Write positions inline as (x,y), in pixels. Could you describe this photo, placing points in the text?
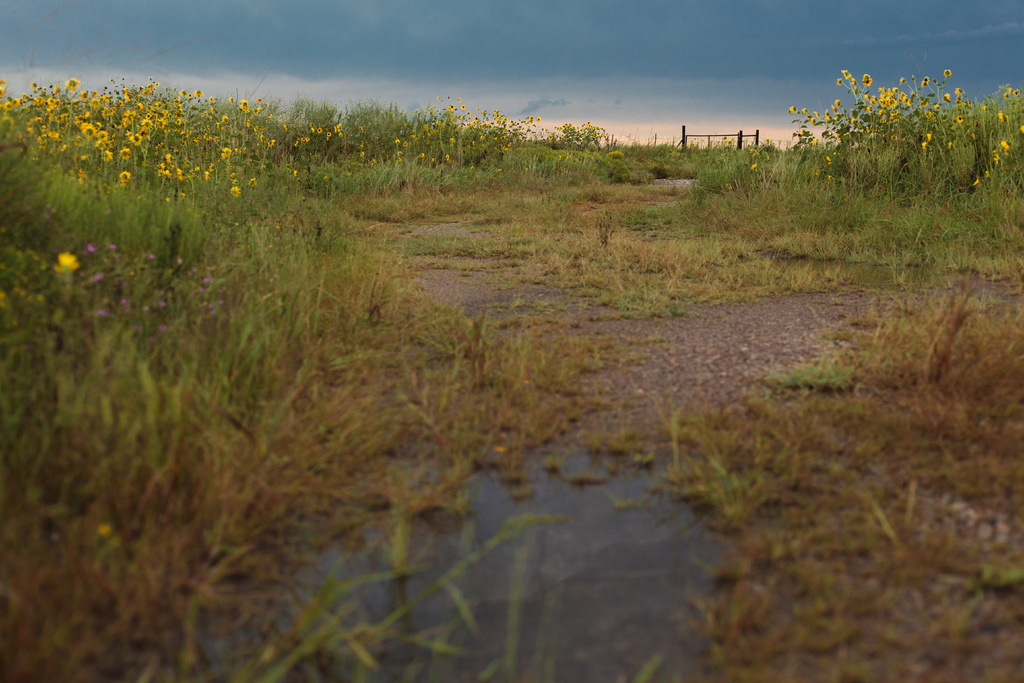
In this image we can see some plants (134,486), flowers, grass (134,499), poles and the water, in the background (693,91) we can see the sky (766,74) with clouds (754,65).
